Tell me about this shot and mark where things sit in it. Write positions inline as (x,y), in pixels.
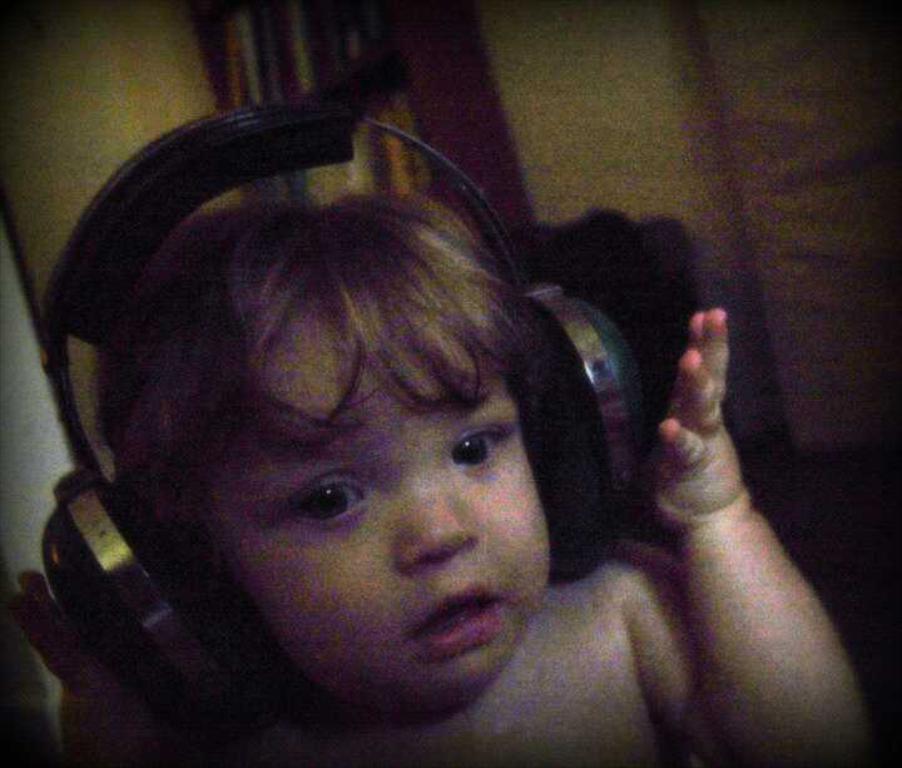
In this image I can see a child (390,504). The child (390,504) is wearing headphones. In the background (436,74) I can see some objects (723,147).
